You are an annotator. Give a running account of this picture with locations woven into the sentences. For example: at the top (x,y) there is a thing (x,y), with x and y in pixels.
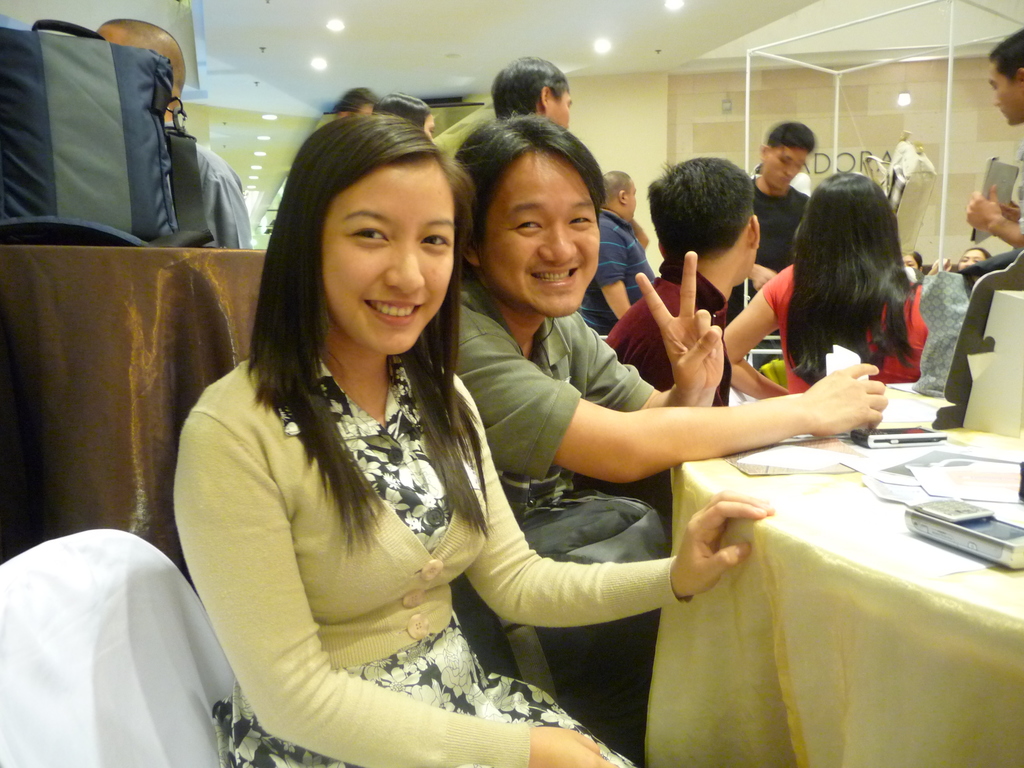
On the front side of the image (526,427) a woman (430,762) is sitting with a smile beside there is a person (660,402) is showing some hand gesture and having a bag (609,527) in his lap (602,547). Few people (1005,79) beside them are there. At the left top corner (134,246) there is a bag (58,115) behind which a person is there. To the right bottom corner (1004,755) there is a table (970,636) on which mobile (933,431) and papers (915,484) are kept on it.
